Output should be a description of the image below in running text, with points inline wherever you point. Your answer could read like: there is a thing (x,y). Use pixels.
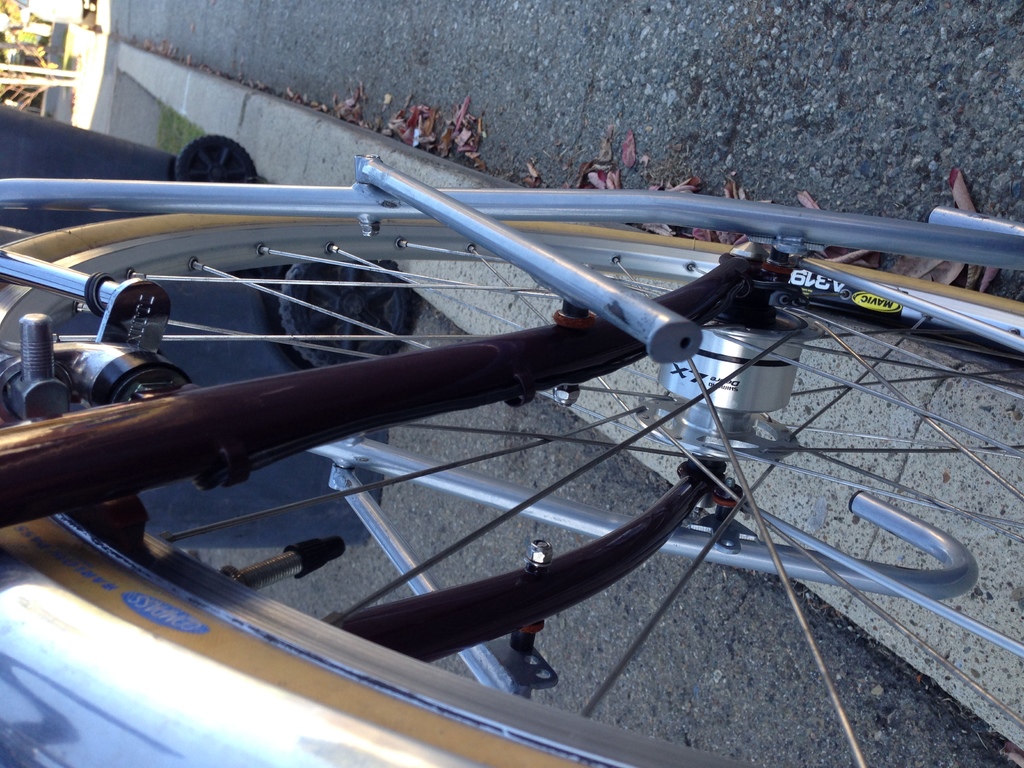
In this image we can see the bicycle frame (315,421). And we can see the dried leaves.
